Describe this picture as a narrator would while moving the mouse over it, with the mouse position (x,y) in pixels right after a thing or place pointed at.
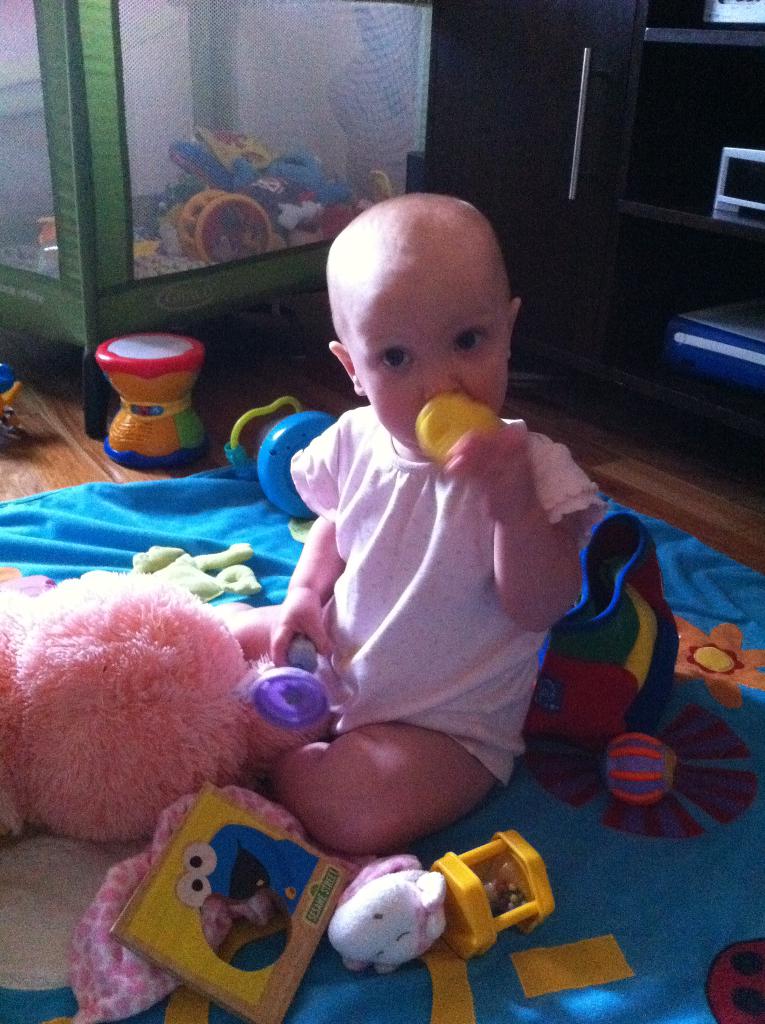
In the center of the image (467,424), we can see a baby (395,414) holding objects (433,429) and in the background (102,154), there are toys (112,632) and there is a bed sheet (616,816) and we can see a stand (445,156) and there are some other objects (326,57). At the bottom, there is a floor (642,460).
